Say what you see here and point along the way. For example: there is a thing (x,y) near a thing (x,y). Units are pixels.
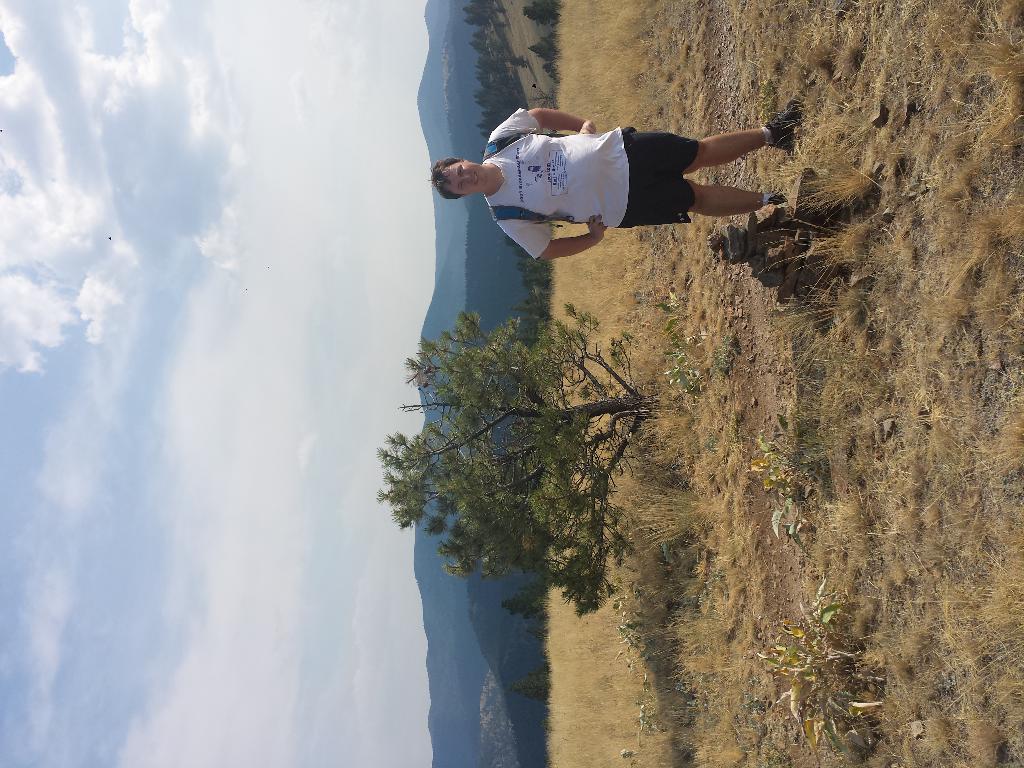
In this picture we can see a man (541,151), he wore a bag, behind him we can see few trees (521,496), hills (470,643) and clouds (255,425), in front of him we can find few rocks (802,193).
